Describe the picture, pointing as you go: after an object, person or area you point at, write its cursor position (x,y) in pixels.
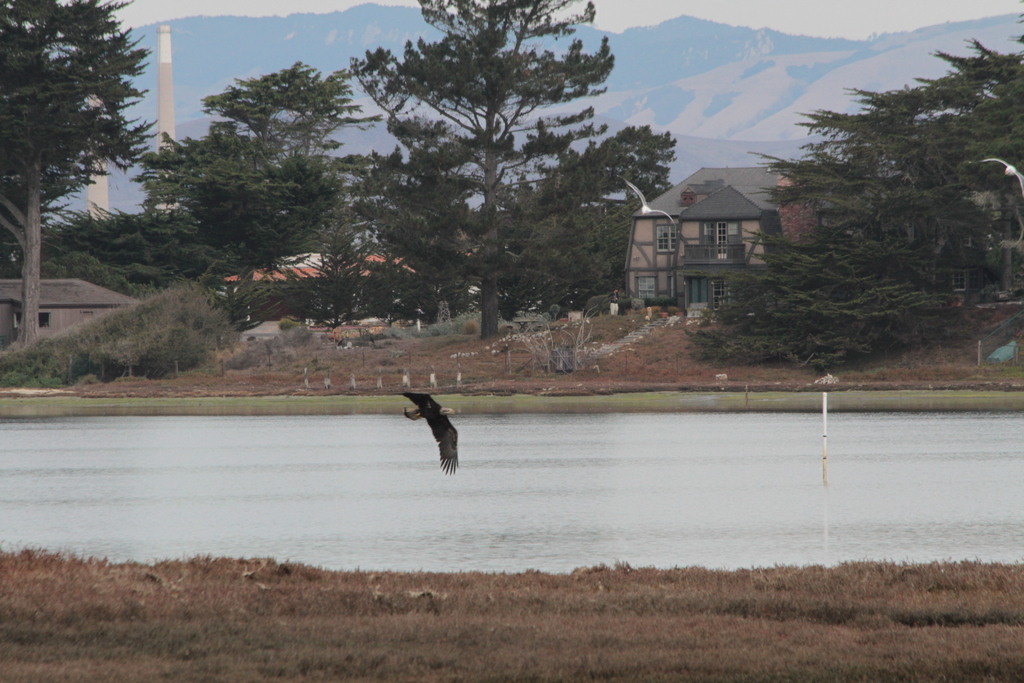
In this picture we can see the birds (441,445) are flying. In the background of the image (929,185) we can see the buildings (767,178), roofs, trees (450,261), ground (634,365), grass (758,371), plants (130,373), water (385,508). On the left side of the image (97,105) we can see the towers (171,86). At the bottom of the image (520,628) we can see the ground (810,577) and pole (823,400). At the top of the image (335,40) we can see the hills (907,42) and sky (871,5).
